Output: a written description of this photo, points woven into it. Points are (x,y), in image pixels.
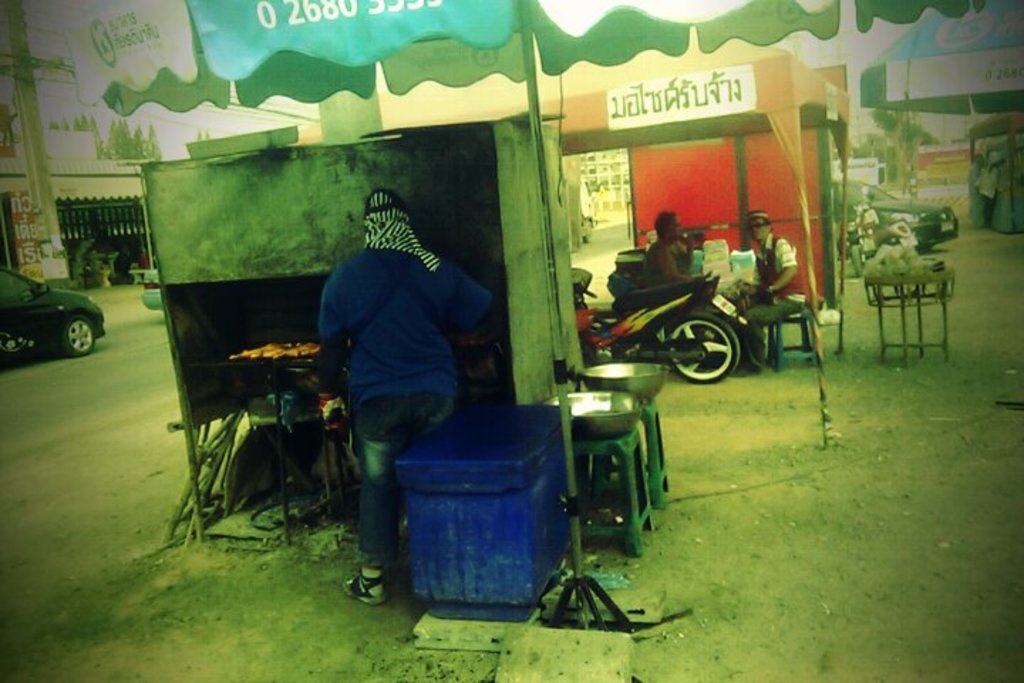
In this picture I can see few stalls (554,159) in front (589,134) and I see few people (766,246) and I see the stools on which there are few things (652,378) and I see a bike (649,327). In the background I see few buildings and few cars (78,341) and I see the cloth (297,27) on top of this picture (345,28), on which there is something written.
